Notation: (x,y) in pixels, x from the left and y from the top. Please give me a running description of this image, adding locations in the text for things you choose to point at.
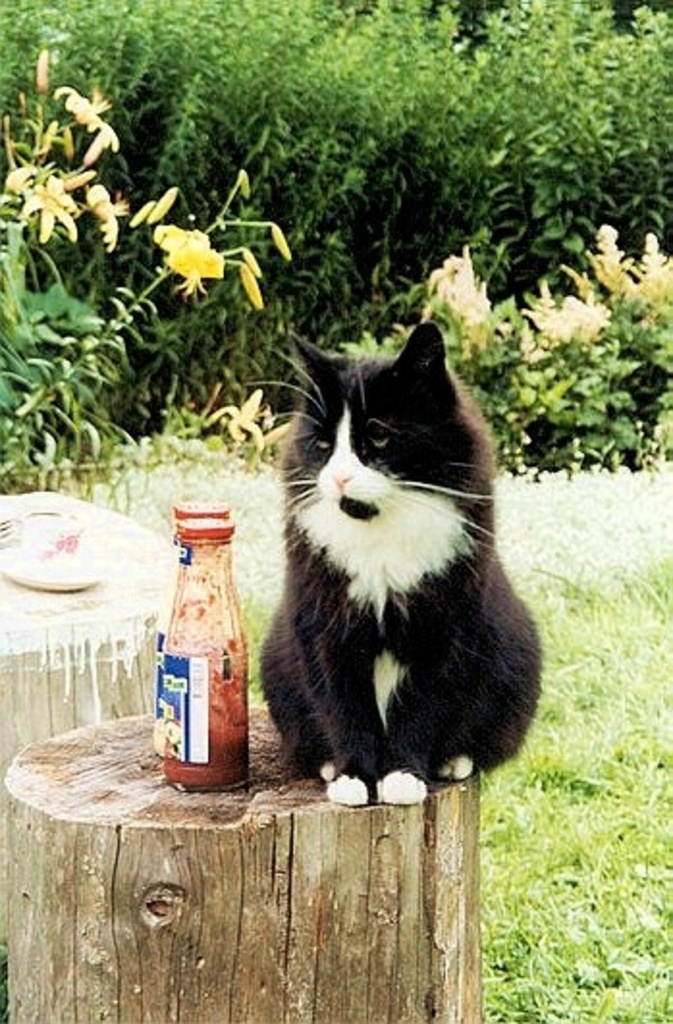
In this image, There is a wooden block (191,901) and a cat (400,645) sitting on the wooden block (137,918) and in the background (557,740) there is grass (582,757) and some plants (395,156) in green color.
